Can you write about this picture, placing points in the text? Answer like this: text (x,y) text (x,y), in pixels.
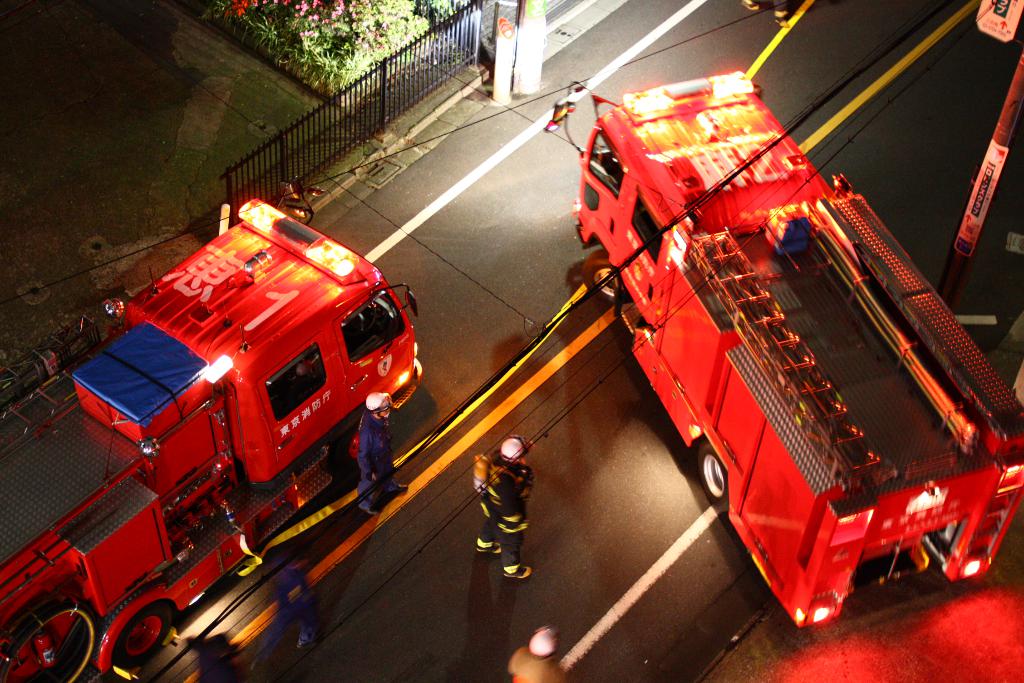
In the foreground of this image (215,437), there are fire engines (711,373) on the road (643,479) and also people (547,655) standing and walking on the road (357,590). At the top (304,45), there are flowers (312,31), plants (399,44), railing (395,78), few poles (1004,129) and it seems like a board (1007,14) and in the right top corner (1007,4).
